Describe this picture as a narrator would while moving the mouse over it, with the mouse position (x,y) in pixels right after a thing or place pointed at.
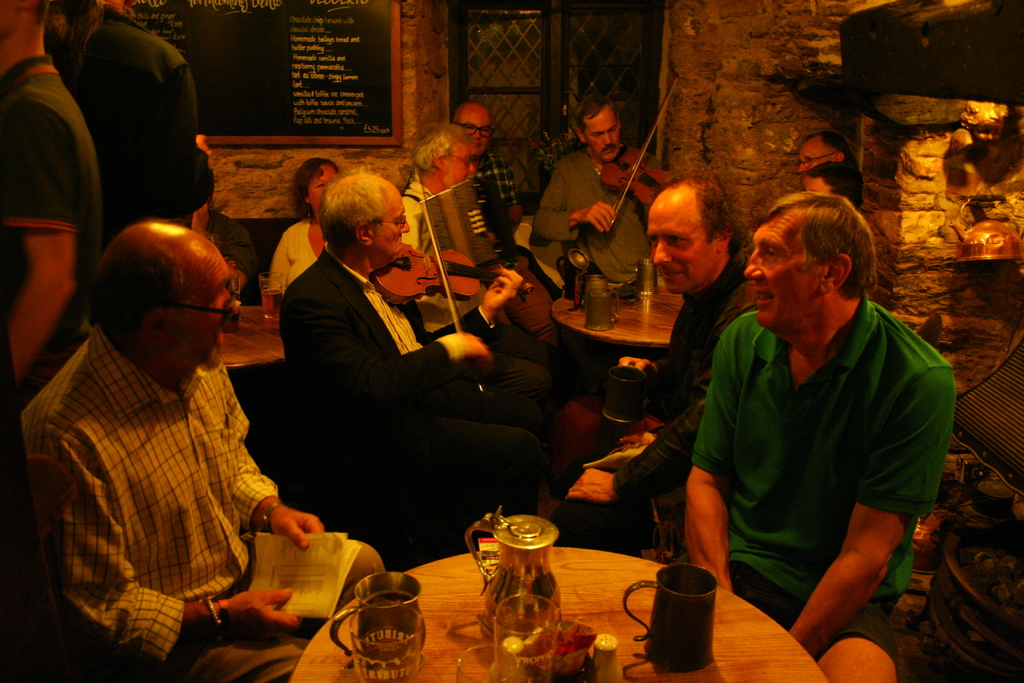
The photo is clicked inside a room (834,241). There are many people (423,395) sitting on chairs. There are table (631,317) on the table (455,593) there are jug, glasses (401,639), mug (409,602). This person (354,307) is playing violin (428,274) along with this person (596,220). here people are talking. Here people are standing. In the background (277,67) there is a blackboard (280,61), a window (514,62) and wall (719,70).
